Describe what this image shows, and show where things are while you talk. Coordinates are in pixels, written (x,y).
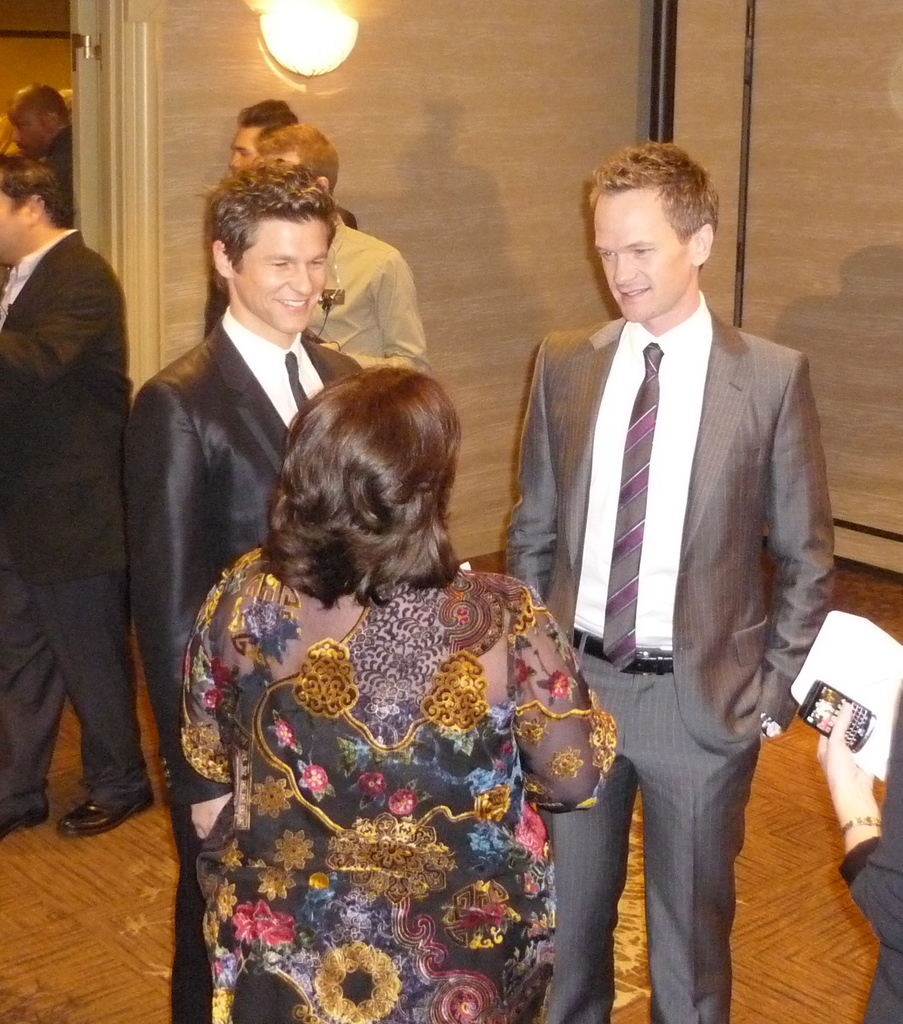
There are few people (404,476) standing. This looks like a lamp (284,63), which is attached to a wall (221,53). On the right side of the image (863,837), I can see a person's hand (852,819) holding a mobile phone (835,693) and a paper (837,667). At the bottom of the image (125,885), I can see a floor (789,891).
